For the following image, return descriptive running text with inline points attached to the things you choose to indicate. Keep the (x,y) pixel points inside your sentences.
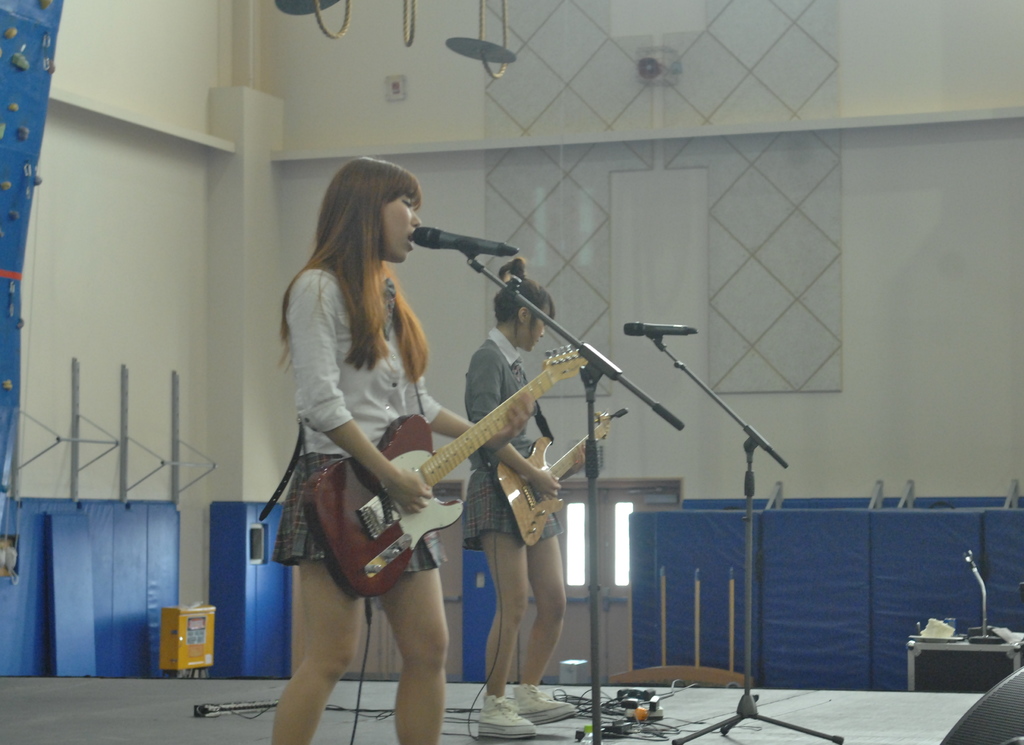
2 people (345,339) are standing on the stage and playing guitar (410,456). the person (386,238) at the left (290,538) is singing. there are 2 microphones (438,235) present in front of them. behind them there is white wall (421,162). on the floor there are blue stands (86,576). at the center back there is a door (575,590). the person (407,477) at left (307,402) is wearing a white shirt (347,402) and a short skirt (299,516).
